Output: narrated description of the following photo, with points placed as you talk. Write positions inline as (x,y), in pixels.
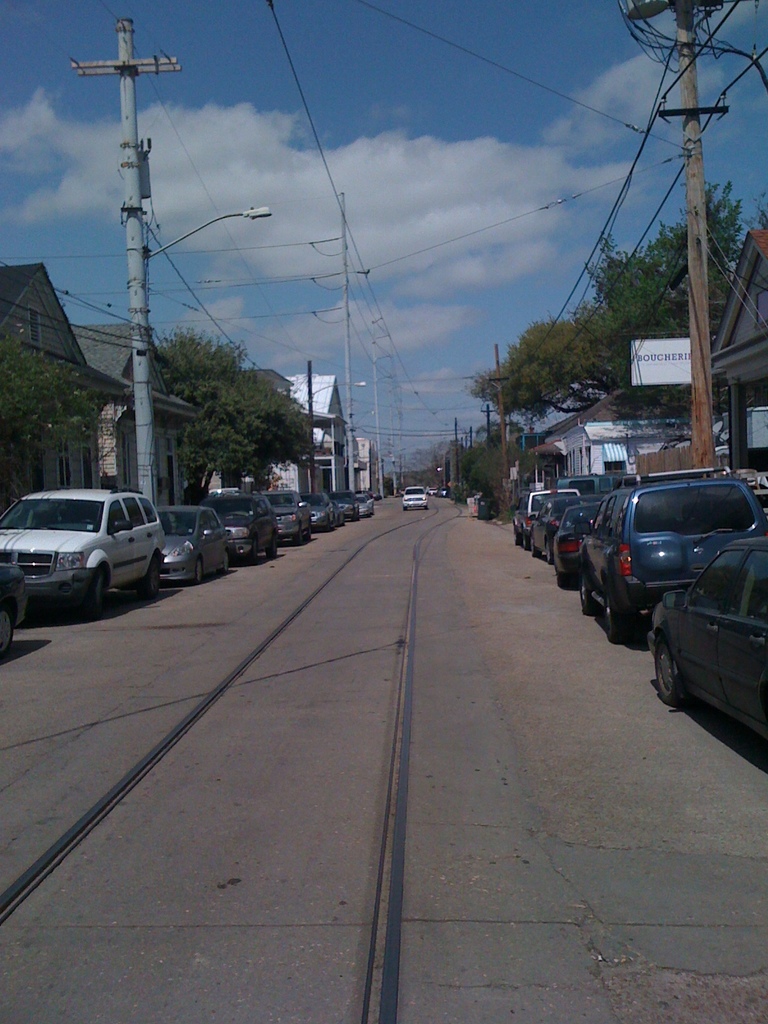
On this road (765,744) we can see many vehicles (614,597) are parked. On the left side (119,395) we can see buildings (48,459), street lights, electric poles (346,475), electric wires (412,389) and trees (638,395). In the background (419,510) there is a white car (413,489). At the top (488,34) we can see sky (471,166) and clouds (471,166). On the right (654,343) there is a poster (661,383).
